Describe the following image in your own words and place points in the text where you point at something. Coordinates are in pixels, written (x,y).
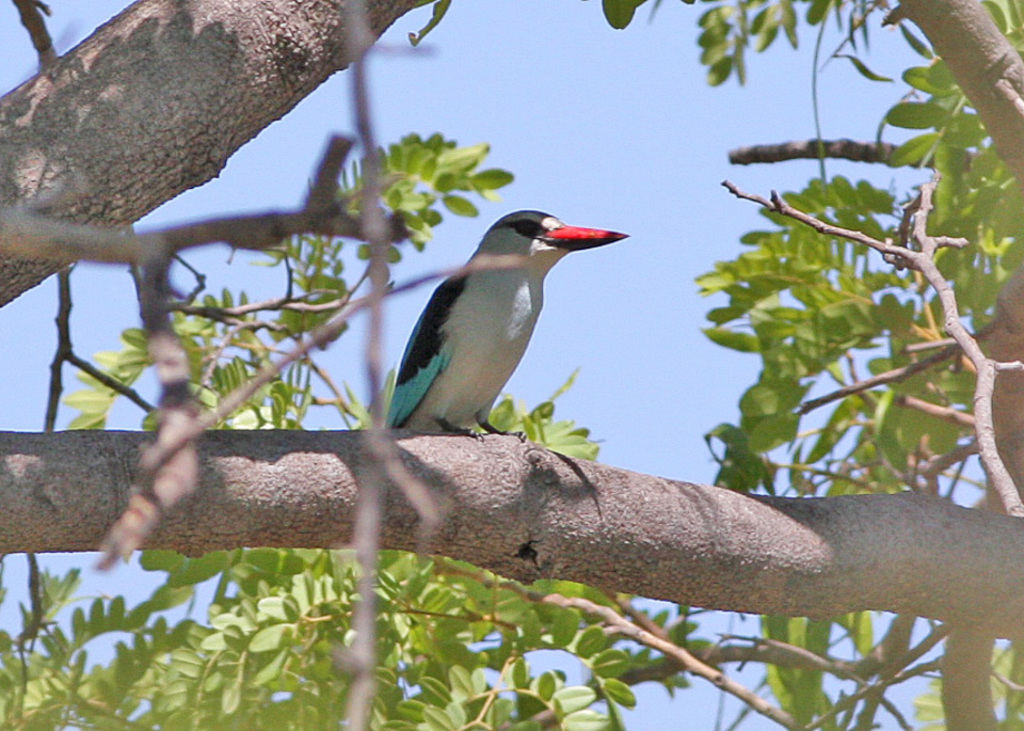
In the picture we can see a tree (437,553) on it, we can see a bird (465,324) standing which is white in color with black and blue color wing (440,315) and a red color beak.
